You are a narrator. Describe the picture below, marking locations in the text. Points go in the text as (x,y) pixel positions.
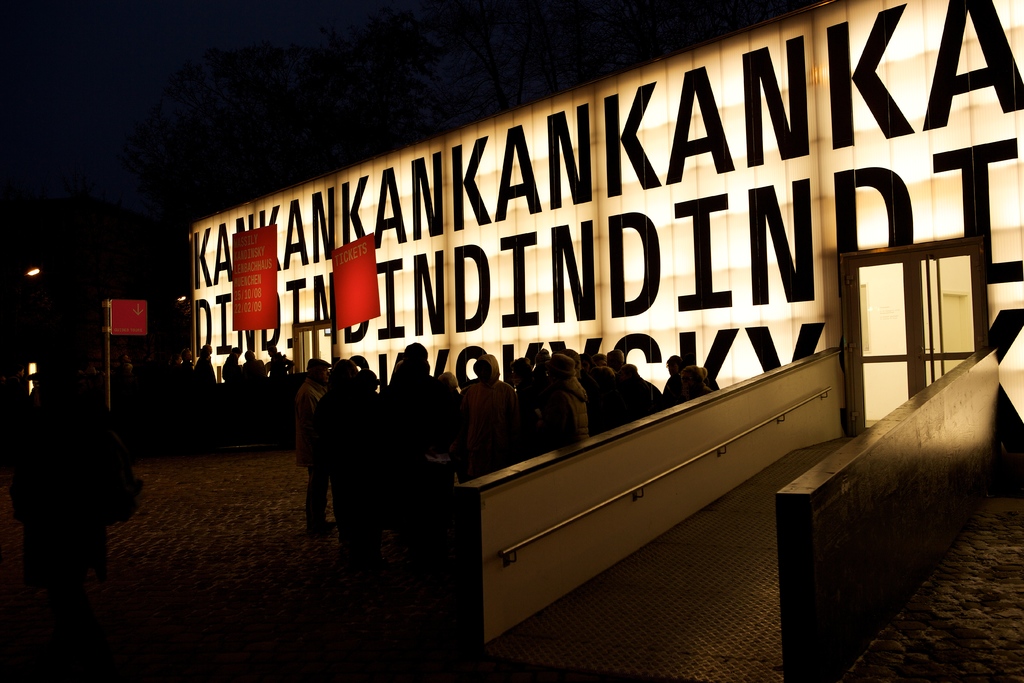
At the center of the image (521,361) there are people (459,424) standing in front of the building (693,200). There is a door (889,305), ramp (799,368), sign boards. At the bottom of the image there is a road (625,682). In the background of the image (130,102) there are trees (304,77) and sky (76,114).
